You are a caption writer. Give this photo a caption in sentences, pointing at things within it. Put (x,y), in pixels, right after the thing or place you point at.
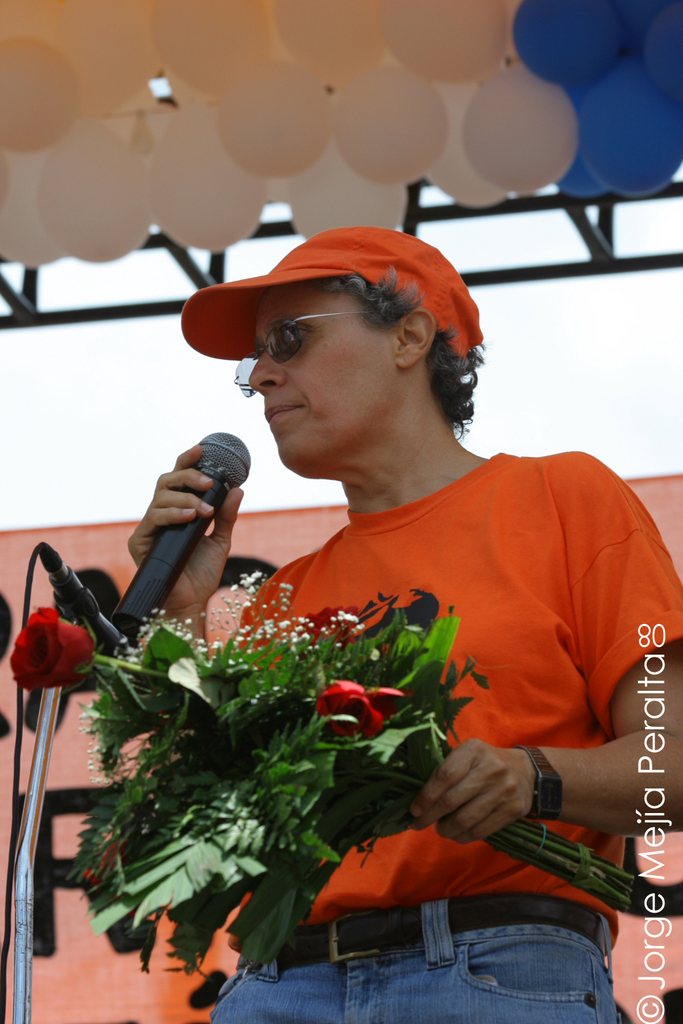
In this image, There is a man (562,592) standing and holding a microphone (184,532) and in the left hand (528,771) he is holding a bunch of flowers (281,715) and in the background (274,547) there is a orange color curtain (265,547) and in the top (186,170) there are some white color and blue color balloons (416,72).
